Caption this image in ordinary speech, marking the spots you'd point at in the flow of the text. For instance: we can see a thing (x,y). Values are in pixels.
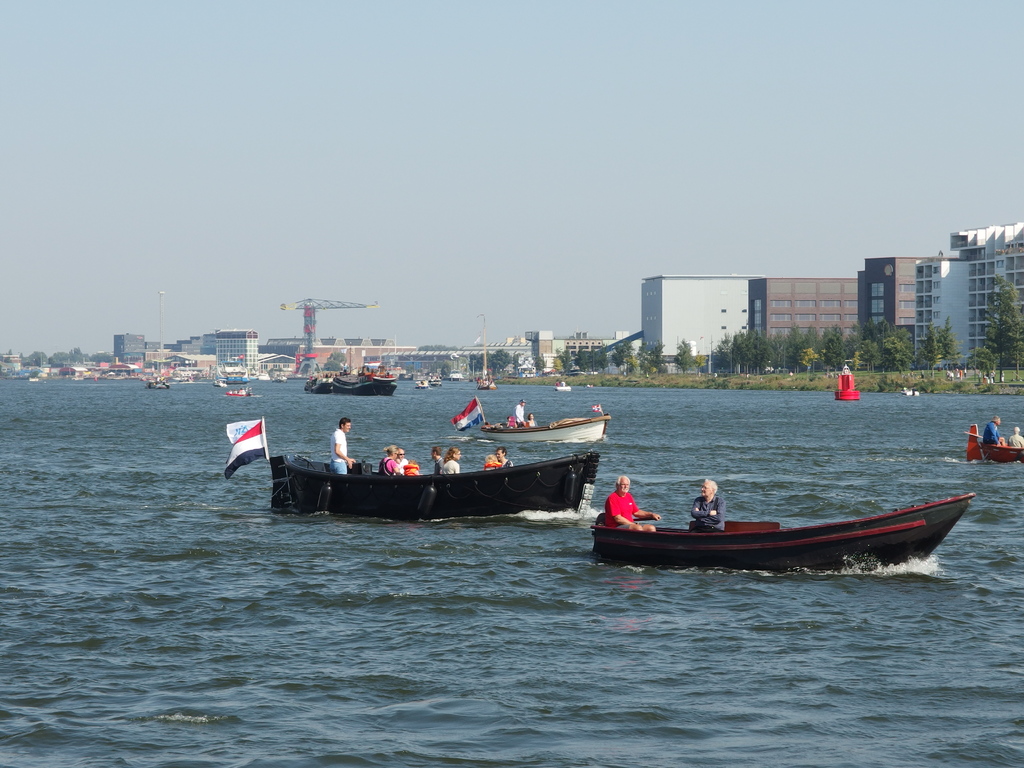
In this image, we can see people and flags (458,424) on the boats (744,531) and in the background (825,352), there are buildings (923,317), trees (817,342), poles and we can see some towers (309,332). At the bottom (459,634), there is water (388,617) and at the top (470,135), there is sky (485,125).
